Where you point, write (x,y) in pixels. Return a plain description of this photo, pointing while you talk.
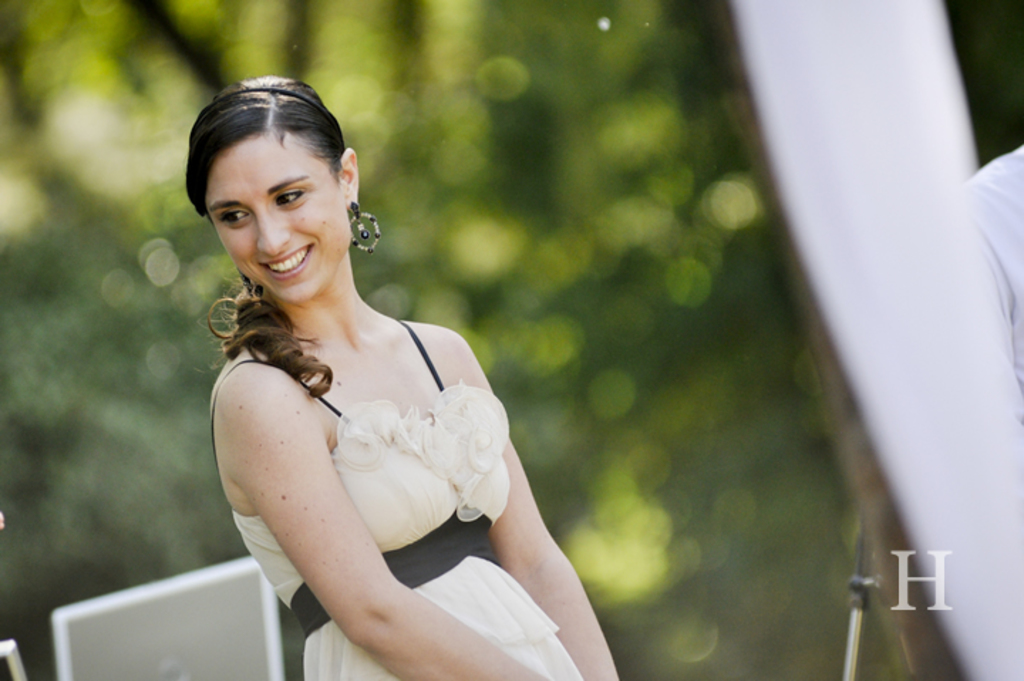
In this image, we can see a person (421,372) wearing clothes (420,445). There is an alphabet (939,555) in the bottom right of the image (942,609). In the background (709,276), image is blurred.
